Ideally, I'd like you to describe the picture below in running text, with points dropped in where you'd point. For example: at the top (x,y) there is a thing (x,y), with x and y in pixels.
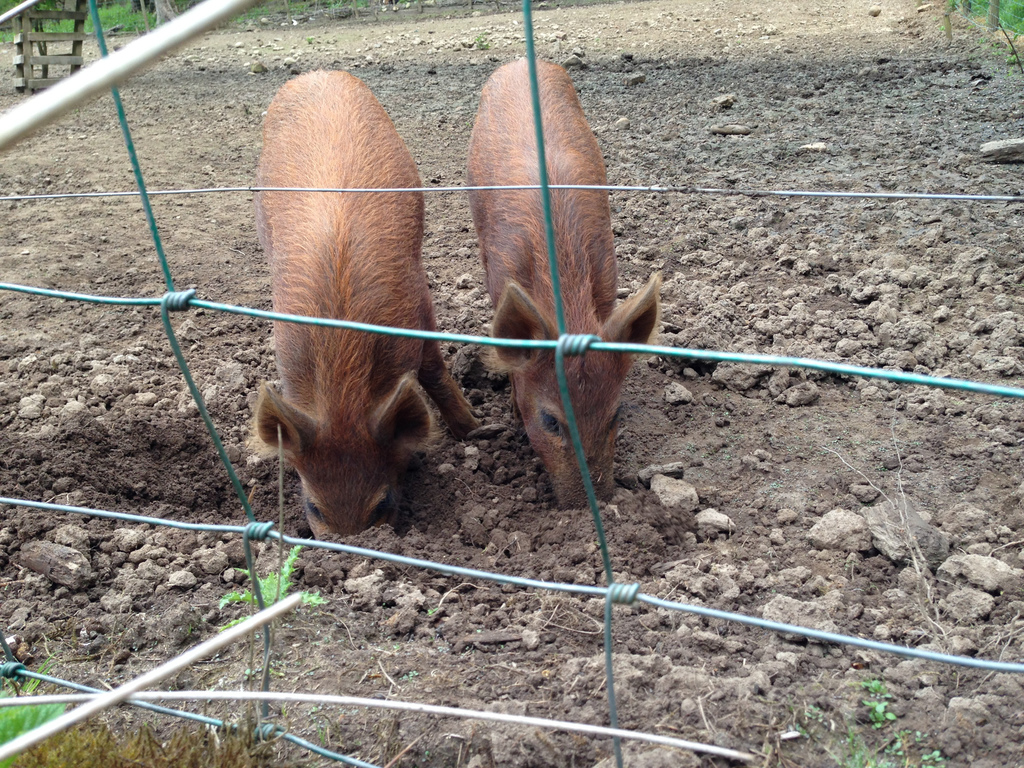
In this image I can see two animals (342,234) and they are in brown color. In front (16,112) I can see the fencing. In the background (110,14) I can see the grass (125,8) in green color.
